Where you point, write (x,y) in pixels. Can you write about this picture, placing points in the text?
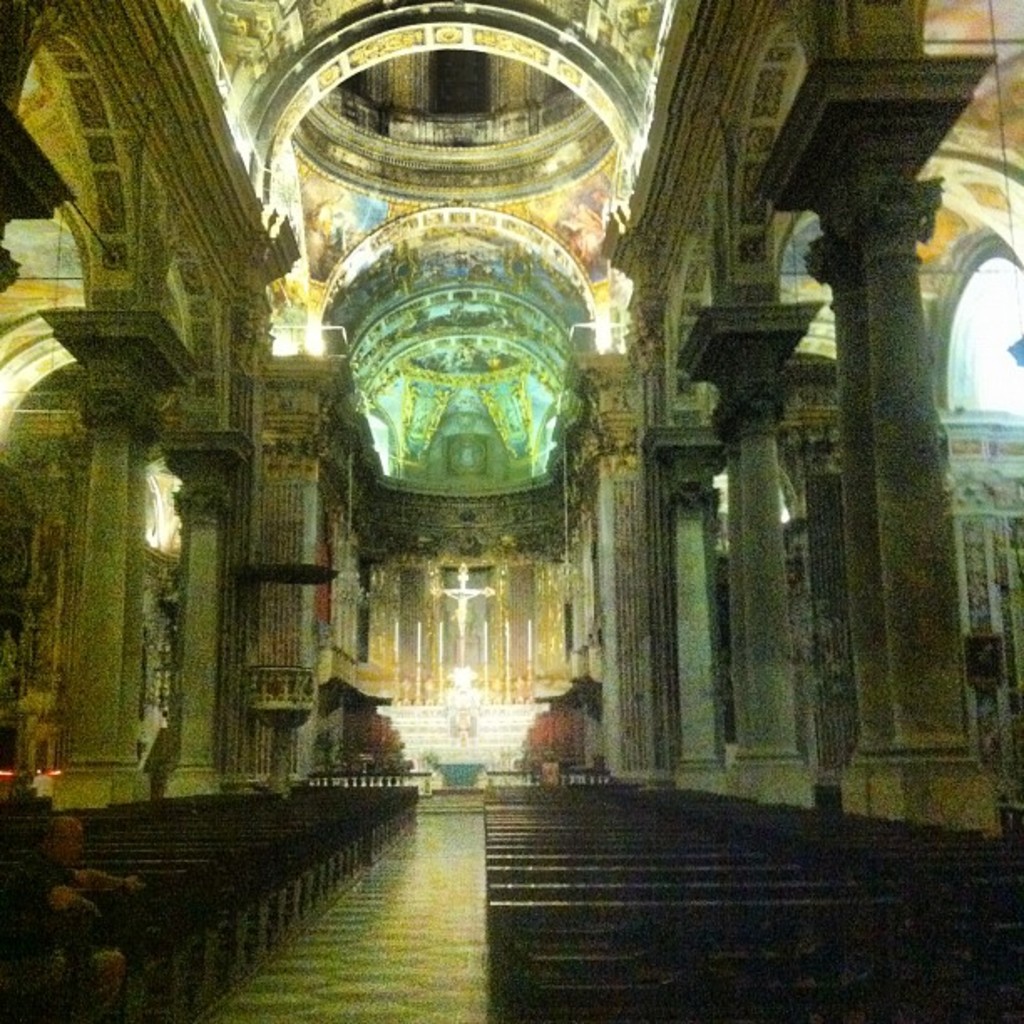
In this picture, we can see a man (51,926) is sitting on a bench (256,823) and in front of the man (72,868) there are pillars (879,525), lights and other things (445,566).
